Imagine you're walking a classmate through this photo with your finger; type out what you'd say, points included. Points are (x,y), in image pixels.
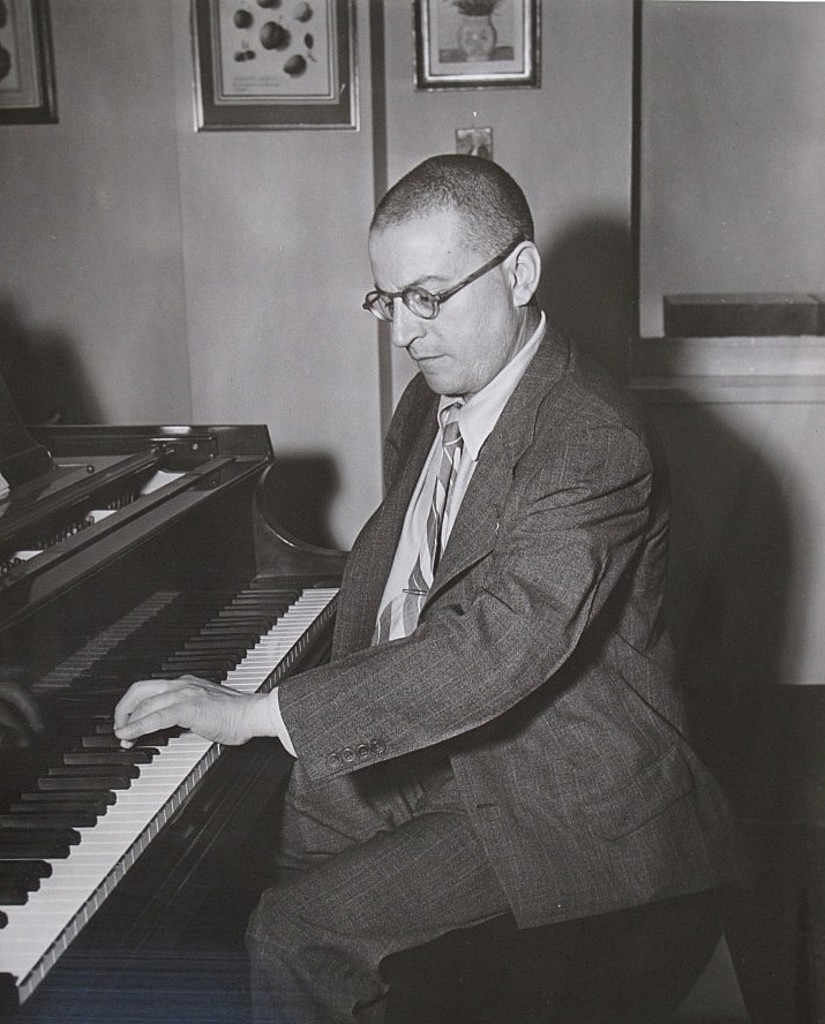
In this image i can see a person (483,789) sitting and a piano (118,643). In the background (328,456) i can see a wall (218,239) and few photo frames (230,84) attached to it.
